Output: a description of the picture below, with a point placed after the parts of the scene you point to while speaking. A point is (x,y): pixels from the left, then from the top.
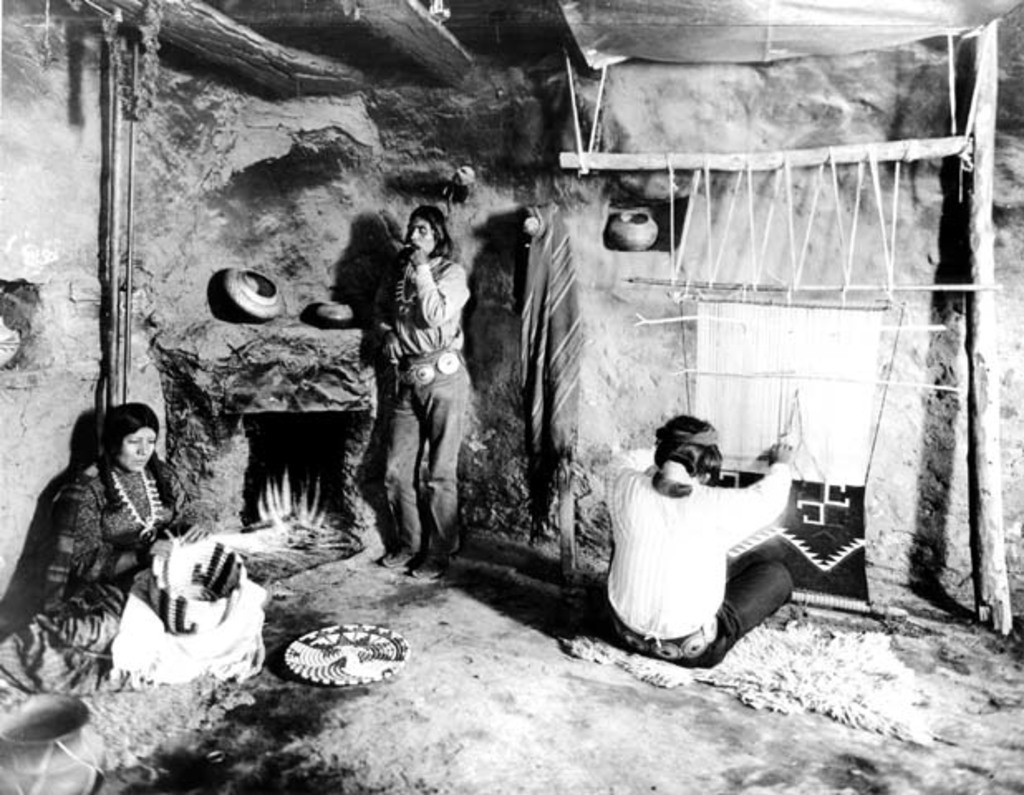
In the foreground of this picture (106,601), there is a woman (106,581) sitting down and weaving basket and also there is a man (684,526) weaving by sitting down. In the background (313,397), there is a man (427,341) standing, wall (232,225), bowls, fire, poles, and the wood (425,39) to the ceiling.
